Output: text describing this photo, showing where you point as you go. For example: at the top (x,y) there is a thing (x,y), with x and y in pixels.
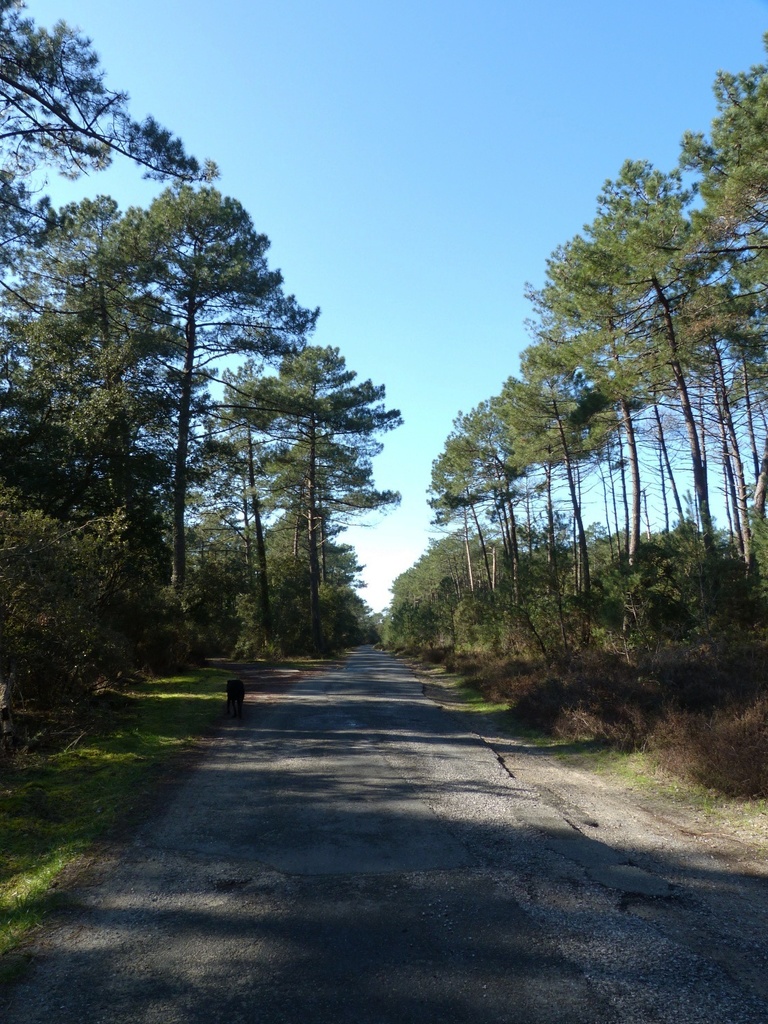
This image is clicked outside. There are trees (756,586) in the middle (355,576). There is road (409,742) in the middle (355,666). There is sky (460,121) at the top (326,204).
